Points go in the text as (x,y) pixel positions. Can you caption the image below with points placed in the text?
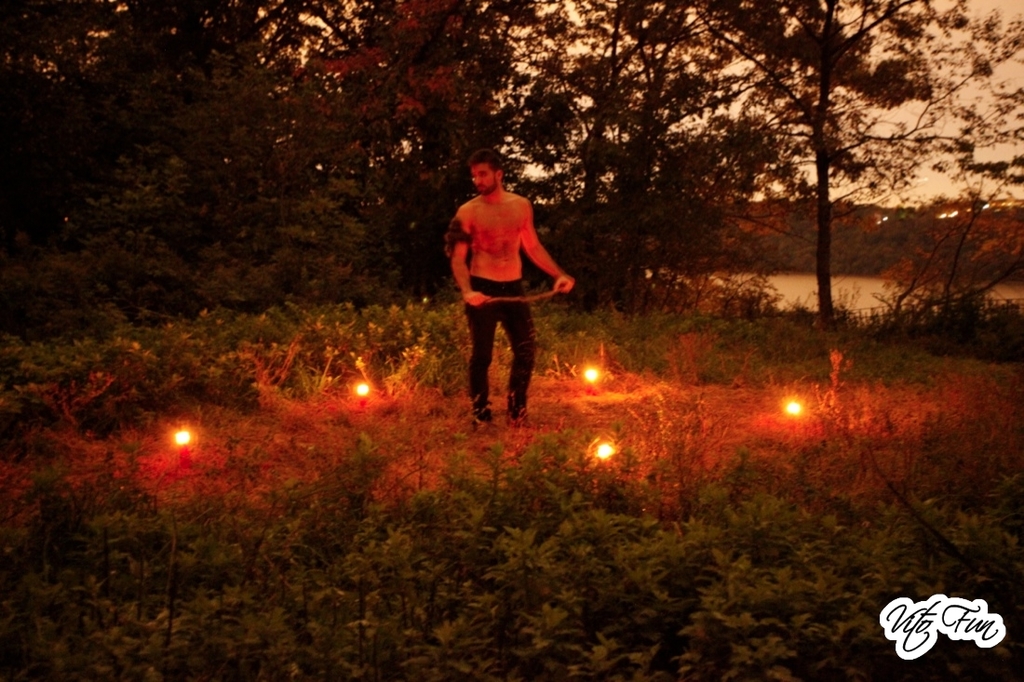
In this image in the center (490,290) there is one person (496,254) who is standing, and he is holding a stick (487,298). At the bottom (175,680) there is grass (222,437) and some lights (186,446), and in the background (830,285) there is a sea (716,283) and trees (423,94). And at the top (978,113) there is sky (989,81).
